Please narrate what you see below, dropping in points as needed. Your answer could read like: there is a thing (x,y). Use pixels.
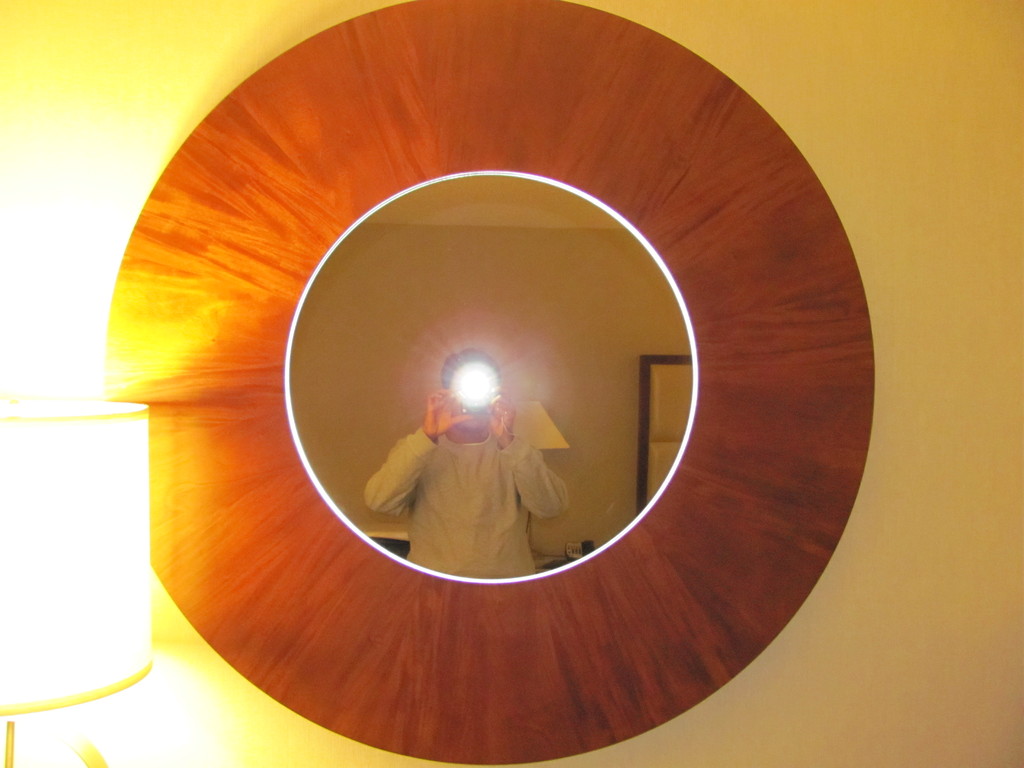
In this picture I can see a light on the left side (48,604), in the middle (554,411) it looks like a mirror (539,405). There is a reflected image (501,421) of a human (449,455) on this mirror (484,440).
